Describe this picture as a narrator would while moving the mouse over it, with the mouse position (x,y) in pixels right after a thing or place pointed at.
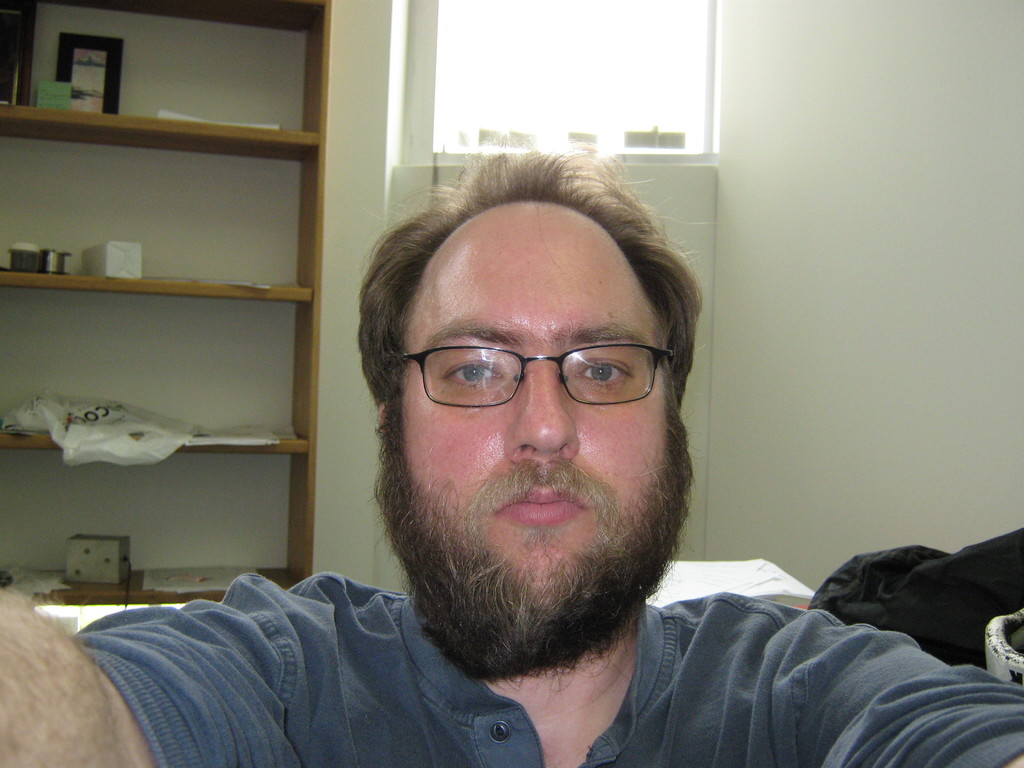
In this image I can see the person (574,687) and the person (481,663) is wearing gray color shirt (464,678). In the background (779,561) I can see few objects (96,552) on the racks (115,569) and the wall (848,287) is in white color.
